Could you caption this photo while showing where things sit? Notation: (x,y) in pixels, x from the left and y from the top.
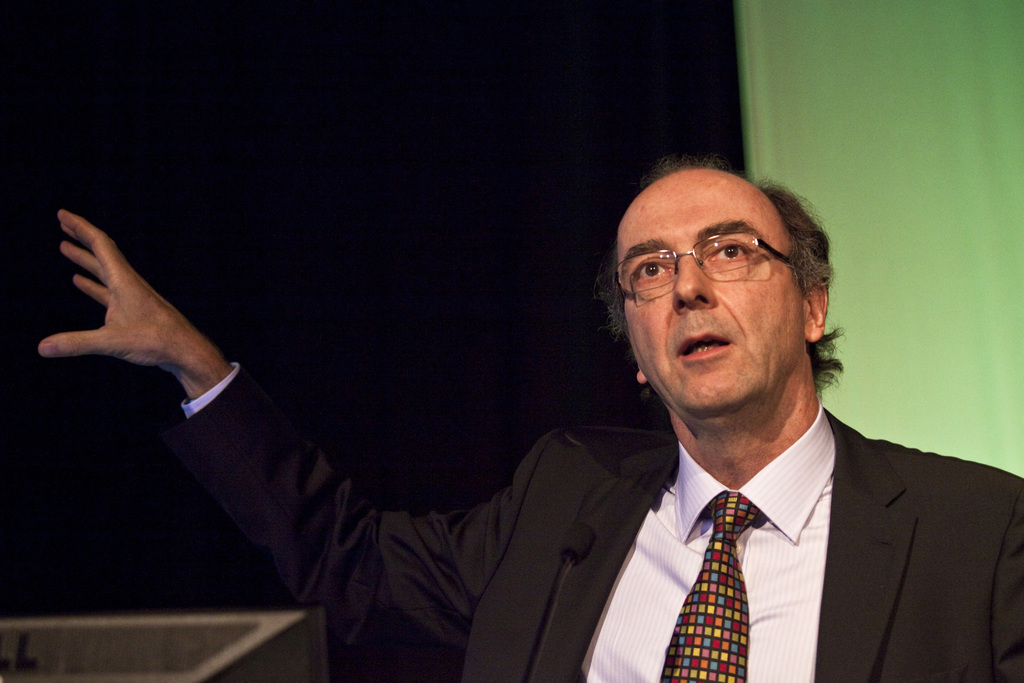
In this picture we can see a person (743,469), he is wearing a tie (710,646), spectacles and in the background (450,318) we can see it is dark.
